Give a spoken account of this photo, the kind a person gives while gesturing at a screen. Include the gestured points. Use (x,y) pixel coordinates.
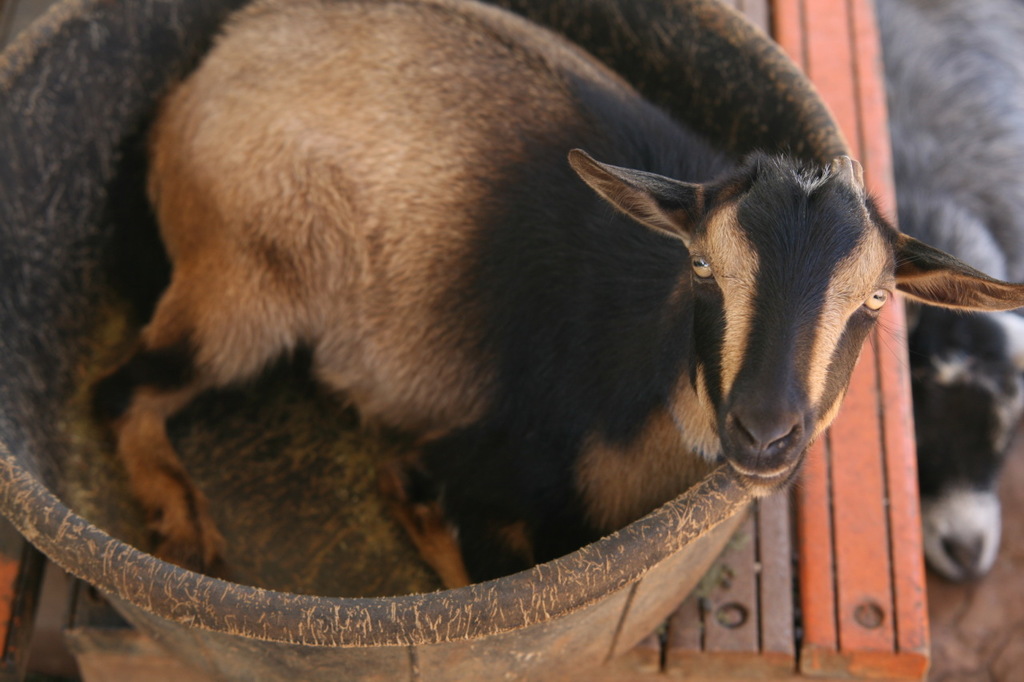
In this picture there is a goat (380,120) in the tub (516,657). There is a tub (516,657) on the table (825,467). At the bottom (991,471) there is an animal (990,193).
